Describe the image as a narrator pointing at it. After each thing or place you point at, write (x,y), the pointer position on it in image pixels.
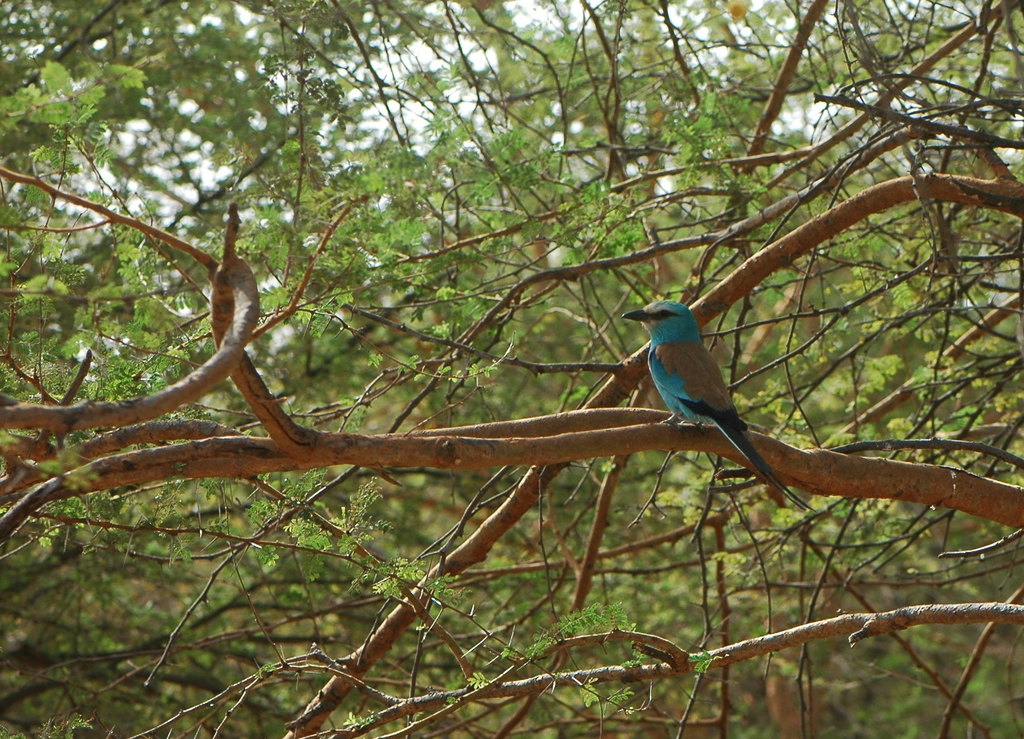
In this image, I can see a bird (678,336) standing on a branch (615,438). These are the trees (568,207) with the branches (877,195) and leaves (379,180).
